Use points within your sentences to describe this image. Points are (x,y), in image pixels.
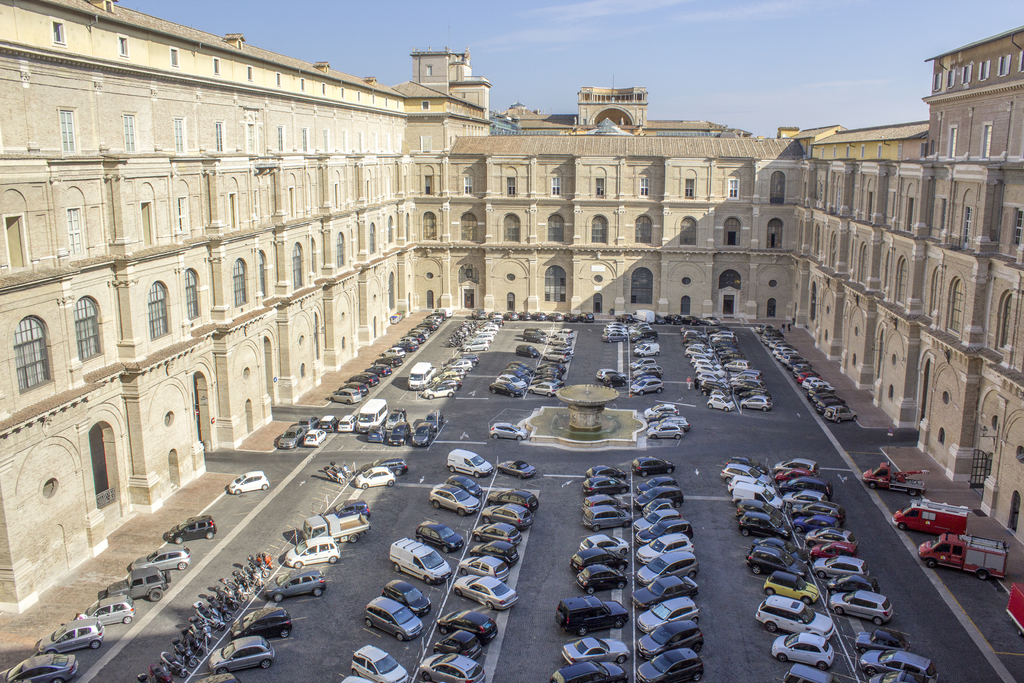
In this image, we can see some vehicles (423,363). There is fountain (574,446) and building (949,333) in the middle of the image (392,247). At the top of the image (736,55), we can see the sky (410,61).
